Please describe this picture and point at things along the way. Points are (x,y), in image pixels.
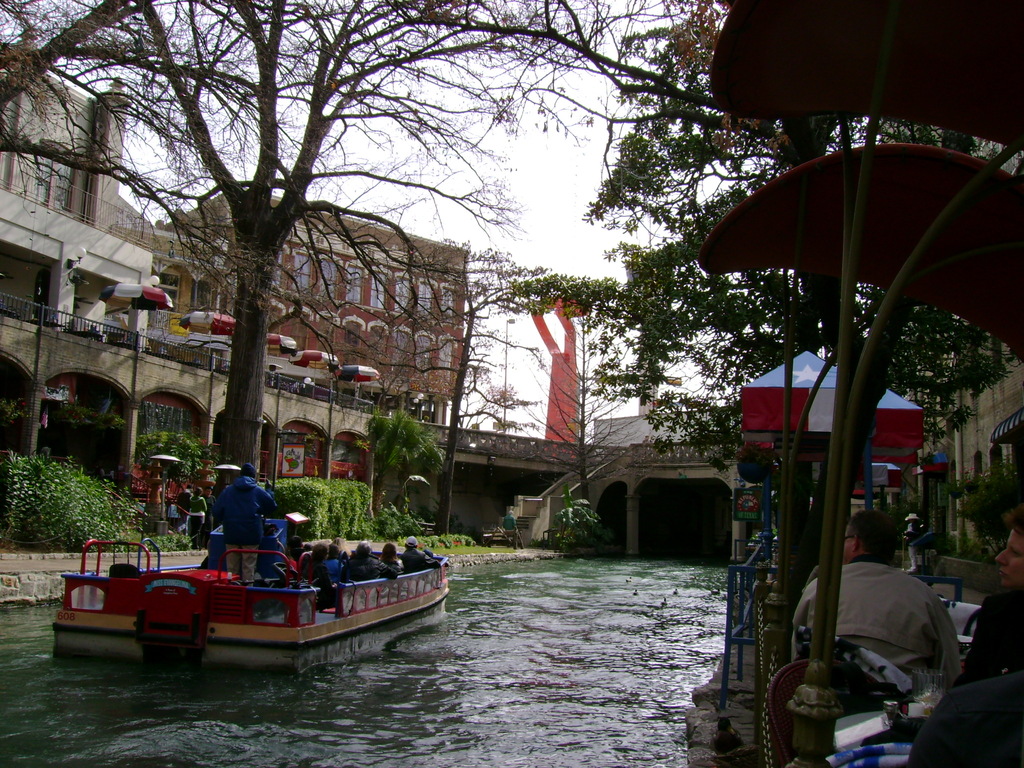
In this image we can see these people (311,579) are sitting in the boat (238,576) which is floating on the water (446,628). Here we can see a few people (1004,612) are sitting on the chairs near the table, we can see bridge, shrubs (36,488), trees (469,319), buildings (50,244) and the sky (490,318) in the background (494,239).
